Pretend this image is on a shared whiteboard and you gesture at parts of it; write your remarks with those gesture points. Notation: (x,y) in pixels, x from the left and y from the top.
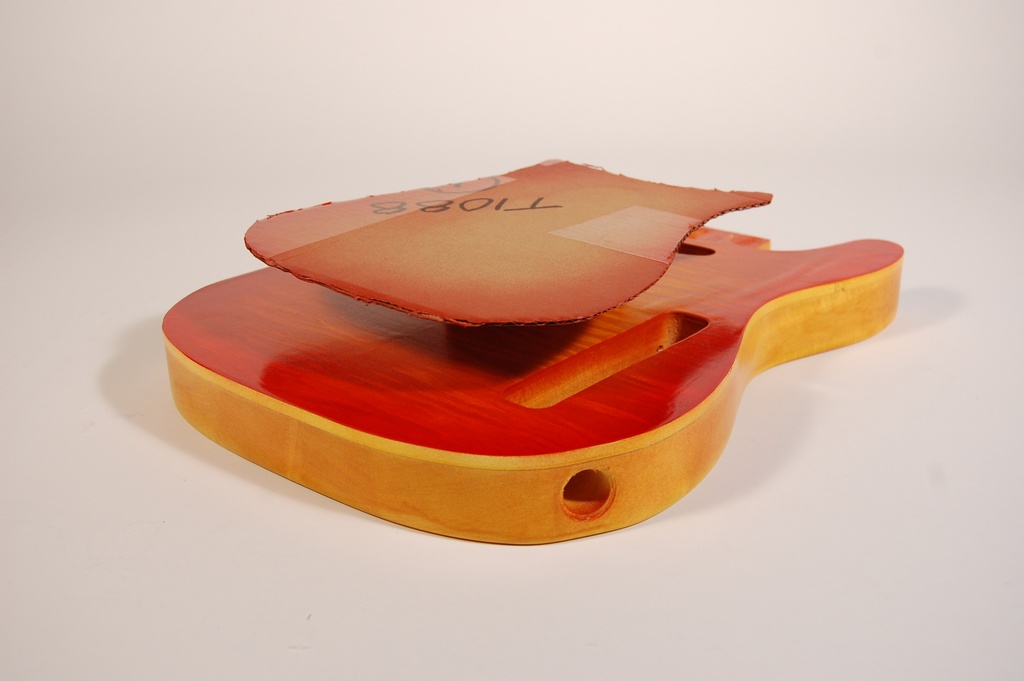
This looks like a wood (692,413), which is in the shape of a guitar (402,420). I can see a cardboard sheet (464,305) with the letters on it. The background (428,12) looks white in color.
